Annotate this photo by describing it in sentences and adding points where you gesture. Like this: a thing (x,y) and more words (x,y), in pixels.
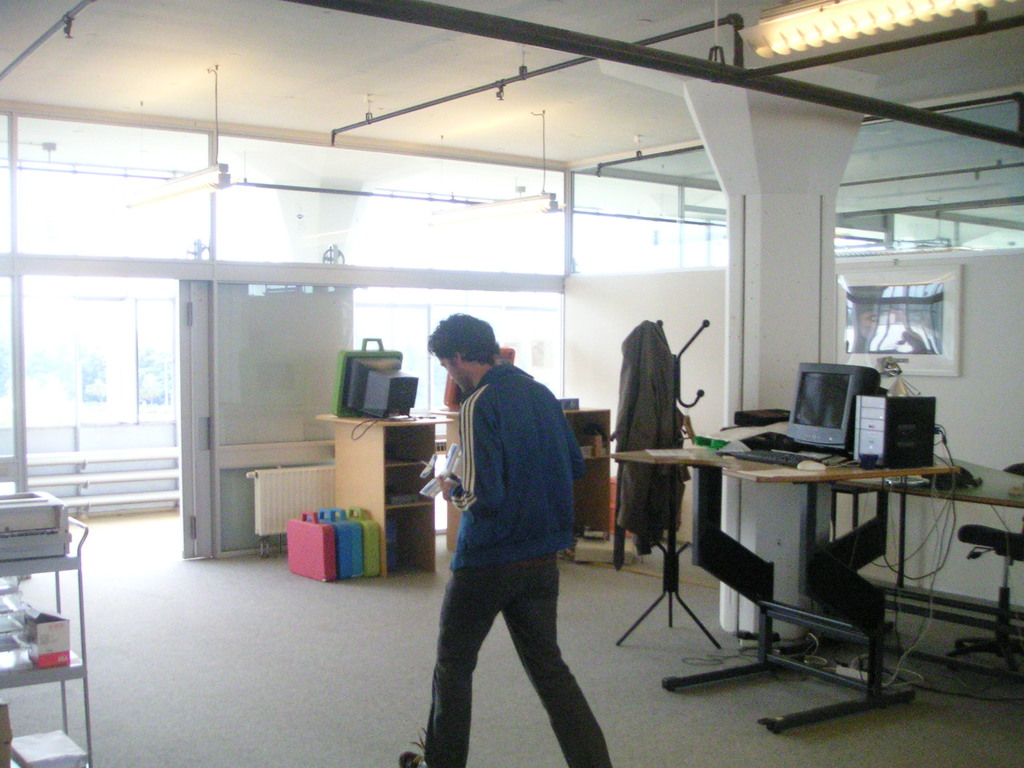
This picture shows a man (524,663) walking holding papers (449,468) in his hands (447,495) and we see few computers (793,438) on the table (787,480) and we see a coat (667,350) Hanging to the stand (691,337) and a photo frame (949,325) to the wall (950,385) and we see lights (810,44) to the ceiling (47,74) and few boxes (322,552) on the floor (297,600) and a metal rack (36,570) on the side.
